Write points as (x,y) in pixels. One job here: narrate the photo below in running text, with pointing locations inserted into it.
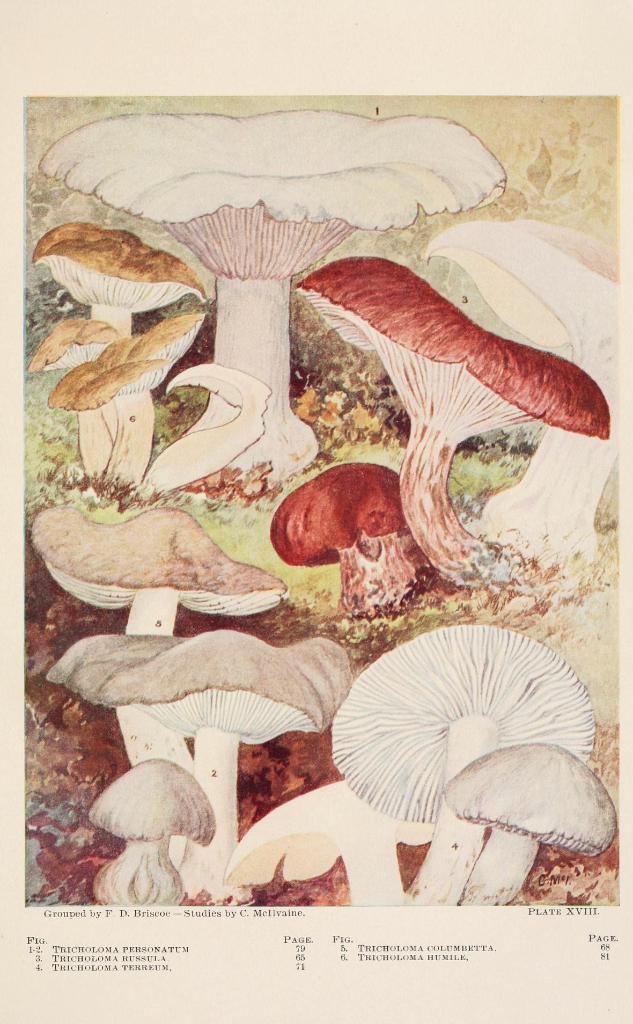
It is a poster. In this image there are mushrooms (299,547) and there is some text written at the bottom of the image (452,948).
